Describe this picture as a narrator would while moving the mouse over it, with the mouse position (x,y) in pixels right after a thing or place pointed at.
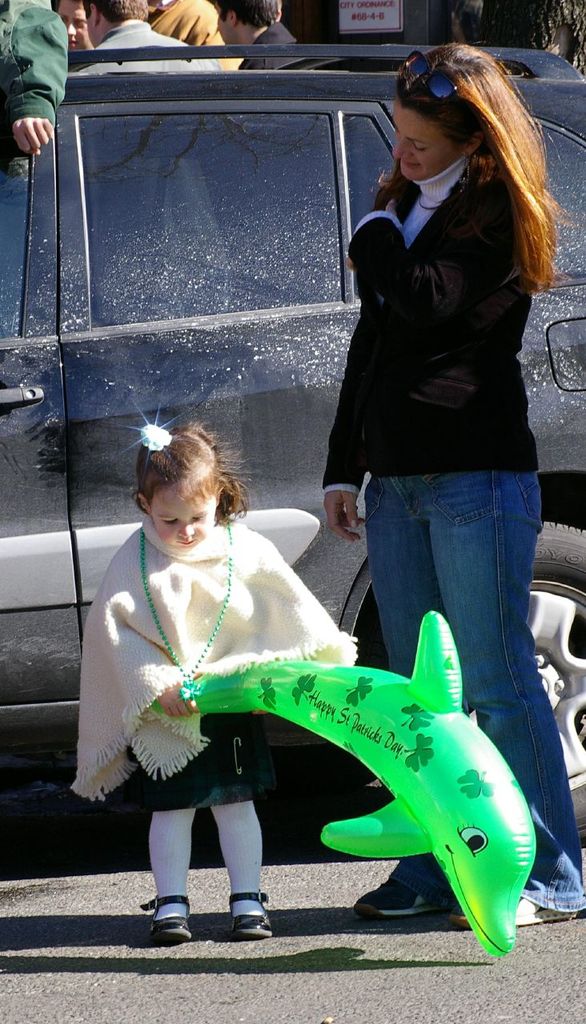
In this picture we can see a woman (464,409) and a kid (181,570) standing here, there is a balloon (463,781) here, we can see a car (292,365) and some people (161,46) in the background (146,25), there is a board (383,17) here.
